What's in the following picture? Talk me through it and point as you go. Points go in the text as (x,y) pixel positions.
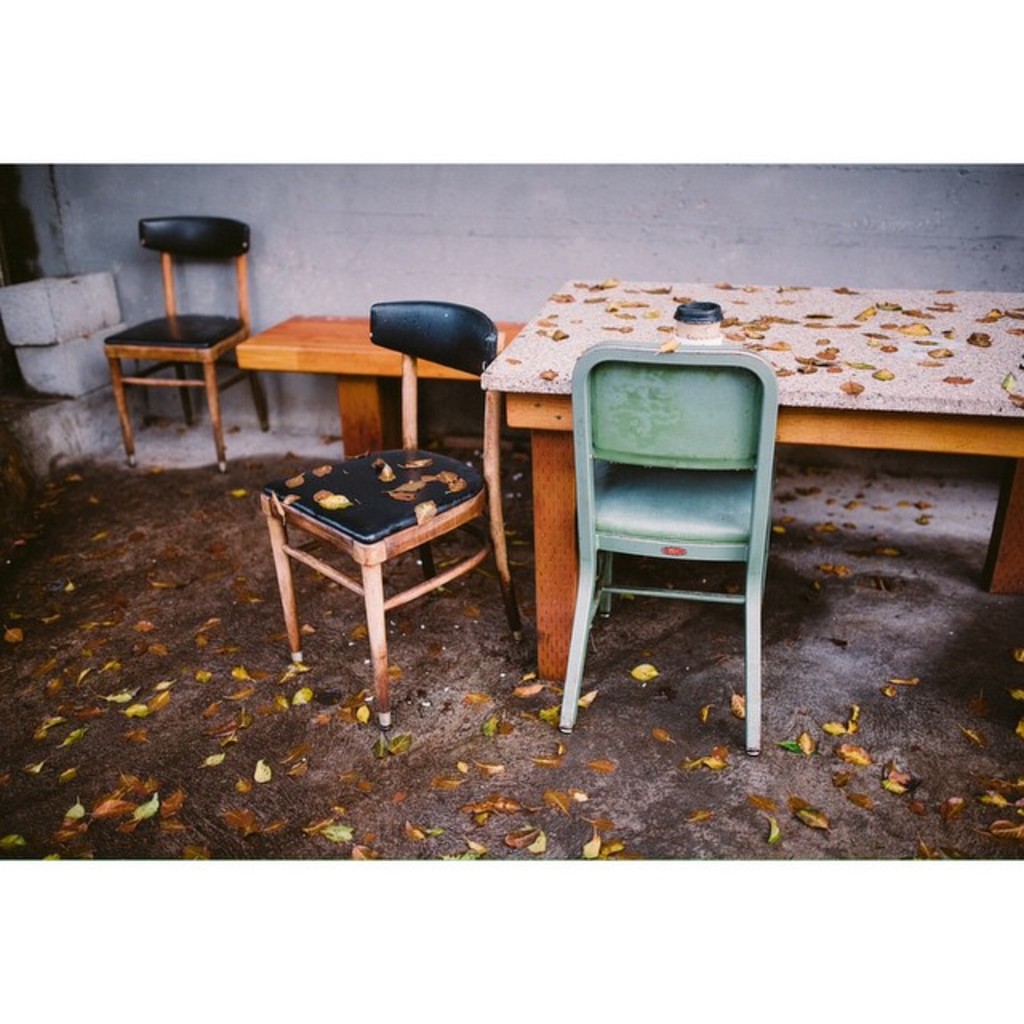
In this image we can see the chairs (408,597), table (541,552) and a bench (453,375), there are bricks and leaves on the ground (691,566), in the background (630,190), we can see the wall (660,192).
